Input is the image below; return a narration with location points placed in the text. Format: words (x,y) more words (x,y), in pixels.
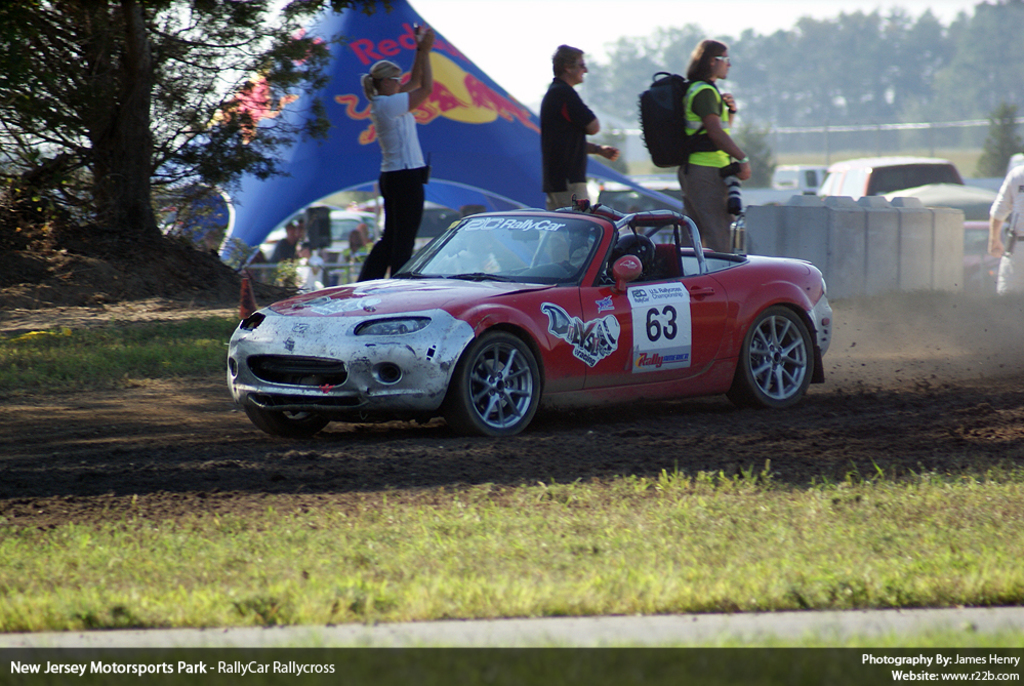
In this image we can see a tent (324,68), trees (895,68), sky (523,29), motor vehicles (843,168), persons (392,251) standing on the ground (632,459), trees (189,53) and poles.
